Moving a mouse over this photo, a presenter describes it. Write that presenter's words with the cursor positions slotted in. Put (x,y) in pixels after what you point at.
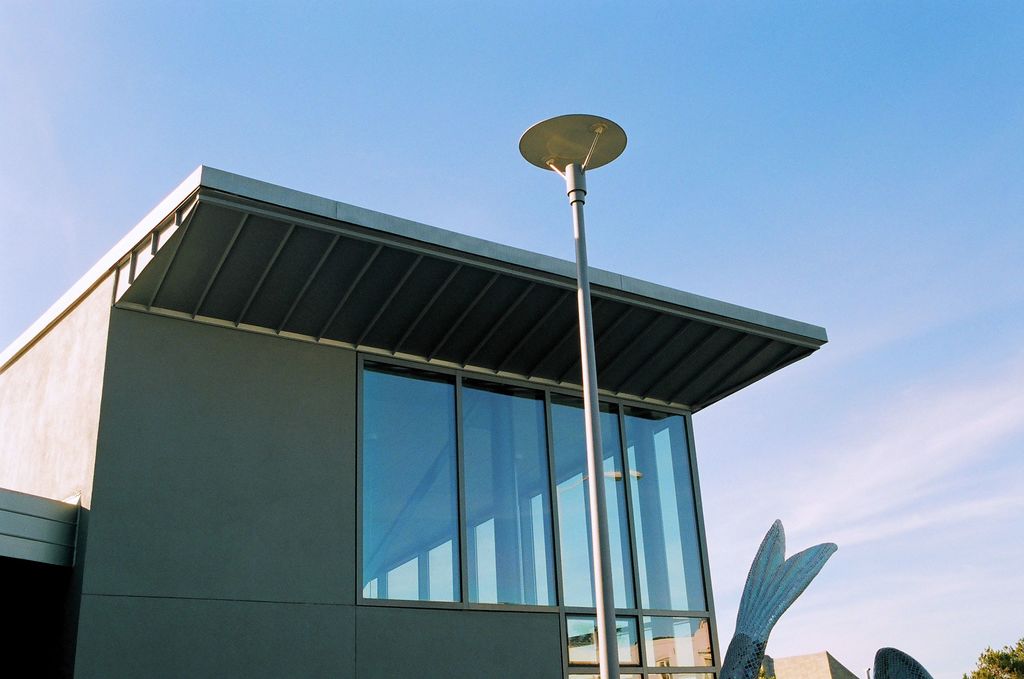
In the foreground of this image (567,540), there is a building (319,582), a pole (606,678) and it seems like a sculpture (781,580) where we can see the fin (768,617) of a fish (770,591). In the background (1014,655), on the right bottom corner (1007,659), there is a tree (1008,666). On the bottom (821,674), there is a building (835,668). On the top (841,96), there is the sky (974,301) and the cloud (978,417).
